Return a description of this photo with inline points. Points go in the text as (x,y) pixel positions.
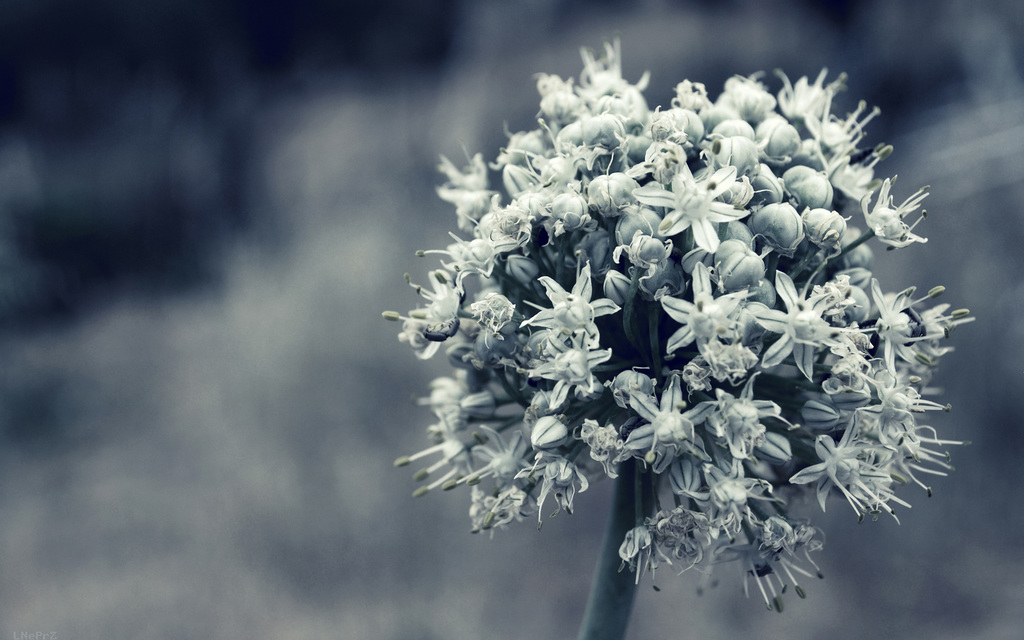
In this image I can see a flower (713,390). The background (17,584) is blurred.
